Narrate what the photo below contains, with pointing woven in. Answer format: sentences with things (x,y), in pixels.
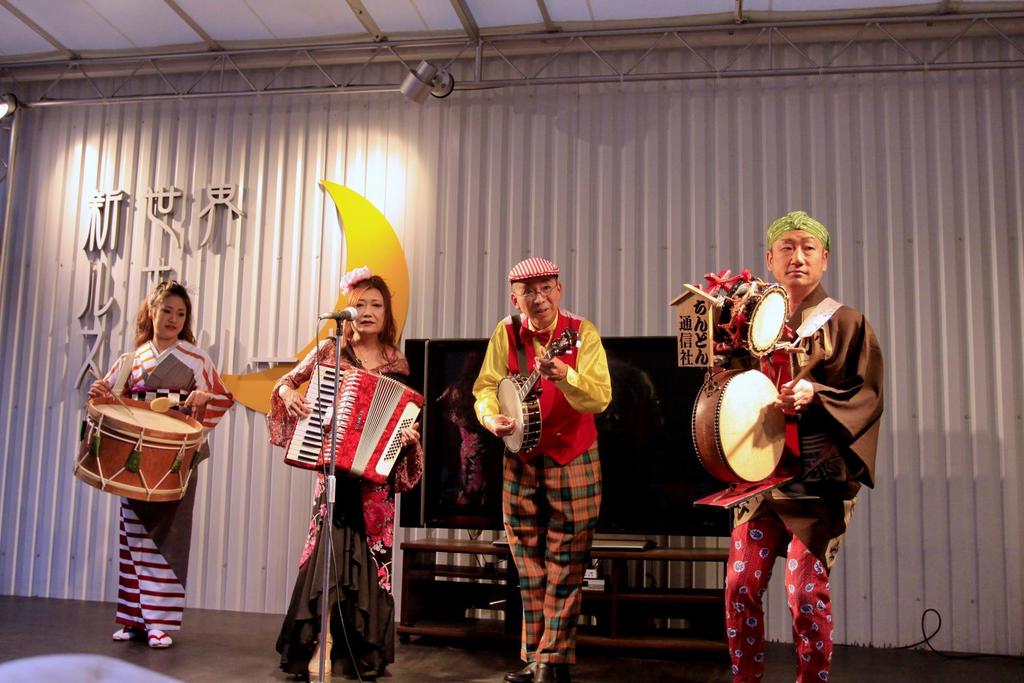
In this picture we can see two woman (301,407) and two men (857,380) standing on stage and playing musical instrument (130,440) such as drums (186,459), accordion (391,382) and singing on mic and in background (279,187) we can see wall (397,166), lights (444,82).
